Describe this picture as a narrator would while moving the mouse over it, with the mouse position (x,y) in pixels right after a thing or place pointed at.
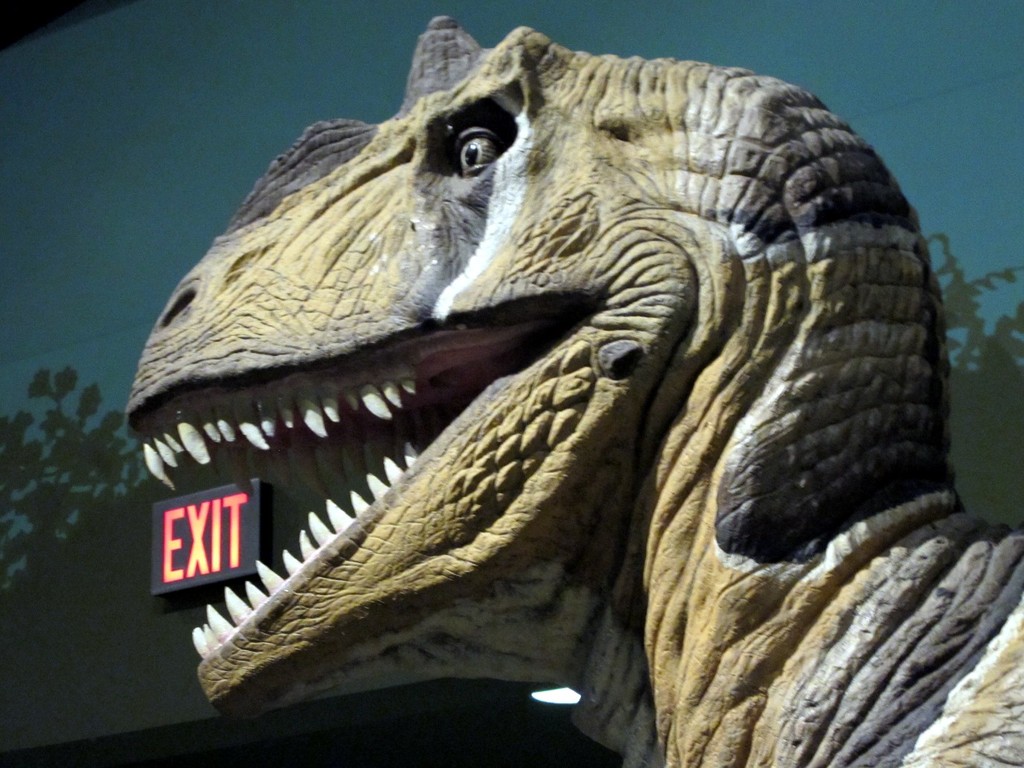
In this picture we can observe a statue of a dinosaur (614,486). This is brown and black color. We can observe an exit board (170,524) fixed to the wall (122,507). In the background (92,179) there is a wall (62,211).
